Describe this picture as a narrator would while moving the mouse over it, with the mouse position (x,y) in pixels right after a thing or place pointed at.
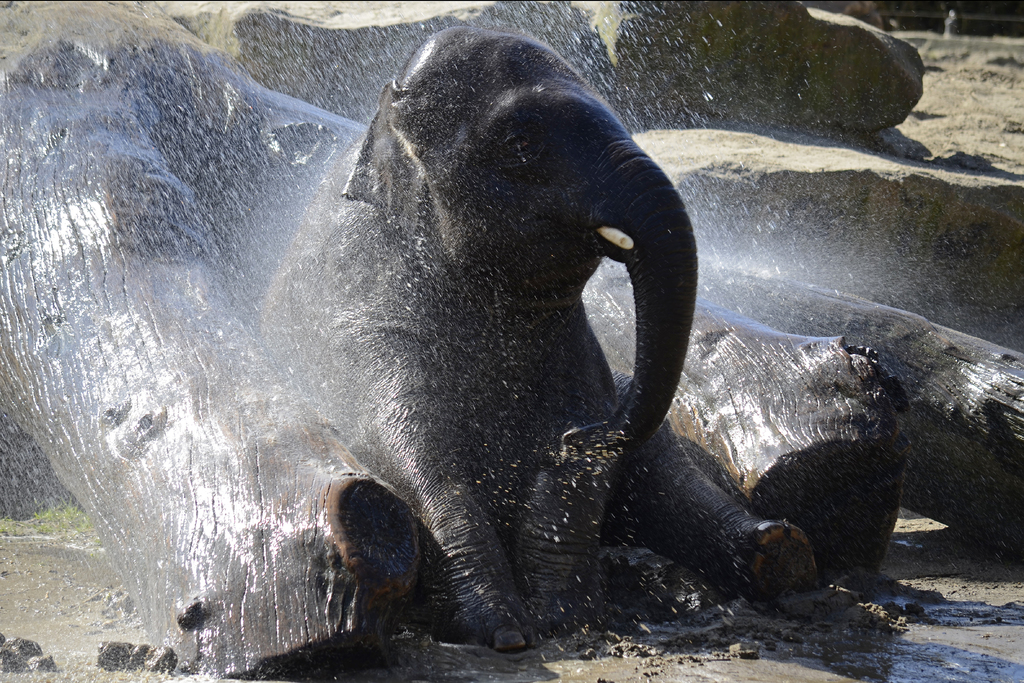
There is an elephant (443,307). Also there are wooden logs (95,340). And there is shower of water (280,185). In the back (769,119) there are rocks (727,86).
